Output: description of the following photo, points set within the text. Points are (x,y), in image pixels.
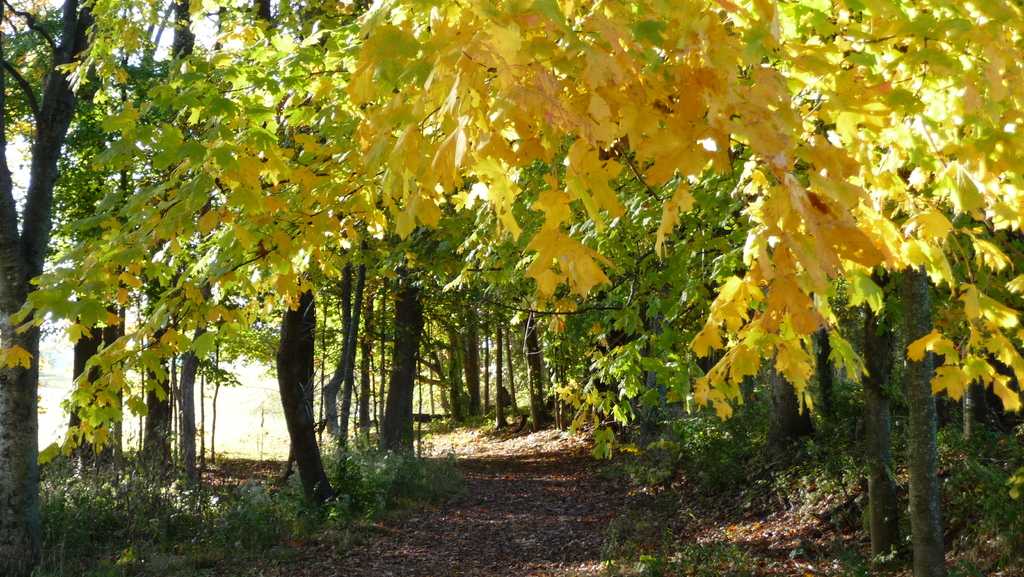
In this picture, we can see the ground (505,443) with plants (640,505), dry leaves (553,464) and trees (590,373).
